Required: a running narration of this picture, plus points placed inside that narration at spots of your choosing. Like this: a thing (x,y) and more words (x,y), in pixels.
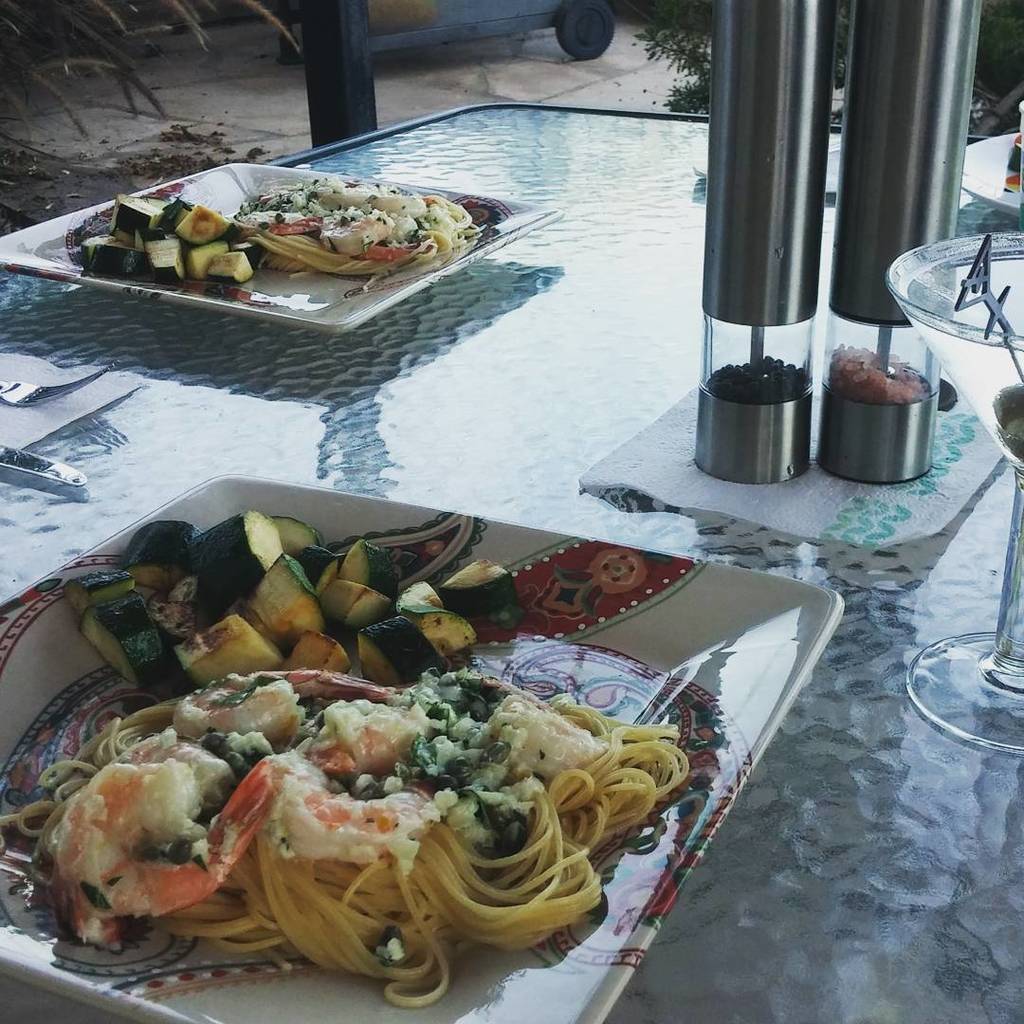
In this image there is a table (678,335), on which there are plates (562,693), glass (972,259), bottles (885,433), on top plates (565,673) there is a food item (248,749), at the top (13,49) there is a vehicle (446,31), plant (691,13), pole (333,82).
